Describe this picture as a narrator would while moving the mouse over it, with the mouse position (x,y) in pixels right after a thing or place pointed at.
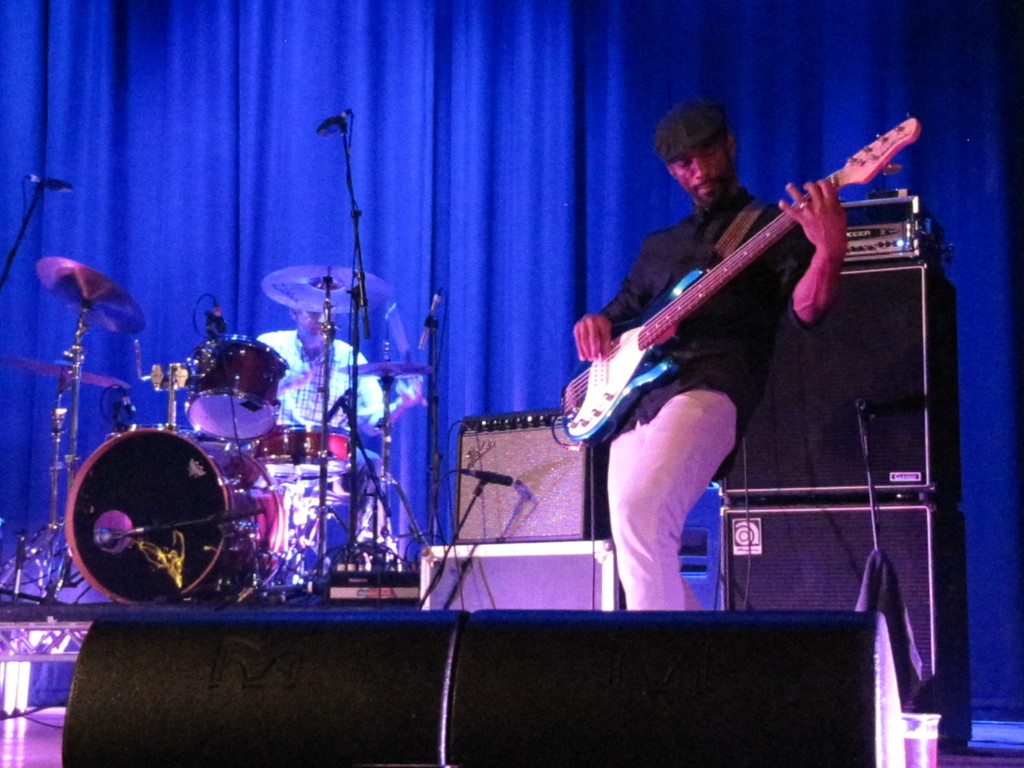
This picture shows a man (656,420) playing guitar (617,401) holding in his hand (828,241) and we see a man (264,341) seated and playing drums (125,508) on the side.
